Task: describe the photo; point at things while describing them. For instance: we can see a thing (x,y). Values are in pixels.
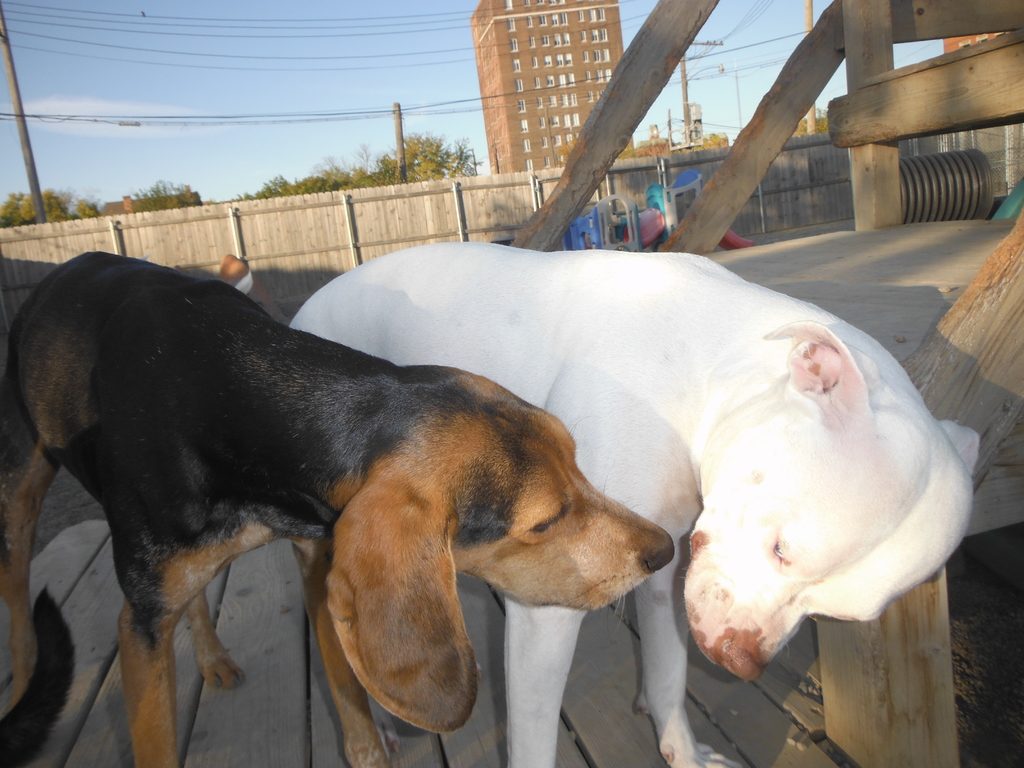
As we can see in the image in the front (493,473) there are two dogs (636,588). The dog (571,542) on the left side (209,514) is in black color and the dog (548,375) next to it is in white color. In the background (460,225) there is a wall (488,210), building (525,165), trees (169,195), current poles (689,124) and sky (327,22).
